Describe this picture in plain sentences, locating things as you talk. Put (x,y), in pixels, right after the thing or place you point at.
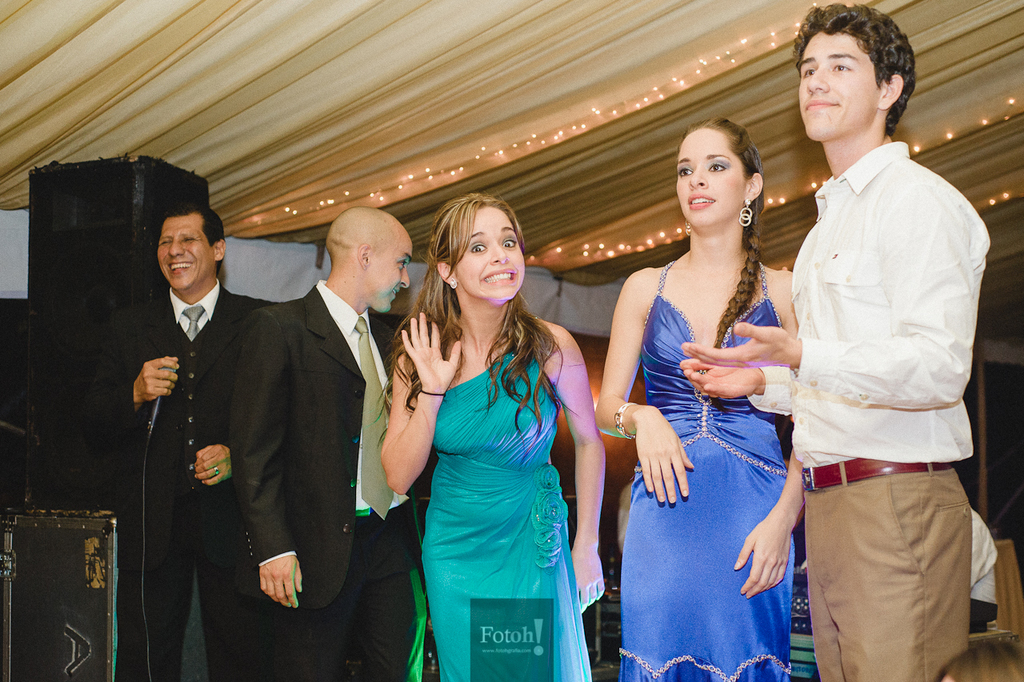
On the right side (932,294) a man (949,552) is standing, he wore white color shirt (943,311). Beside him a beautiful girl (723,494) is standing, she wore blue color dress (724,508), in the middle (492,365) a beautiful girl (529,458) is showing her hand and also smiling. On the left side (205,387) a man (186,373) is smiling he wore black color coat (222,404), beside him there are speakers (80,406).
